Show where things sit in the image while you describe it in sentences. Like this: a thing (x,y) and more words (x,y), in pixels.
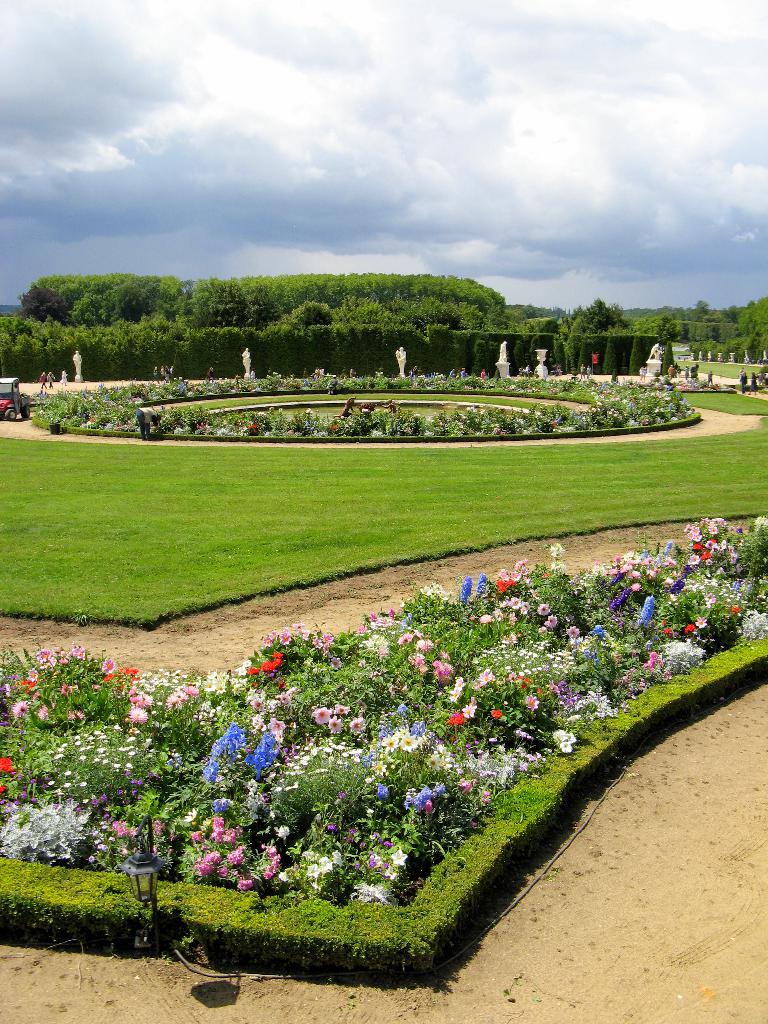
In this image there are plants (552,633) and grass (284,464) on the ground (195,447). There are flowers (403,713) to the plants (388,682). In the background (289,357) there are hedges (150,348) and trees (236,321). To the left (7,404) there is a vehicle (16,408) on the ground (31,431). To the right (767,377) there are a few people (742,391). At the top (352,116) there is the sky (349,125).
